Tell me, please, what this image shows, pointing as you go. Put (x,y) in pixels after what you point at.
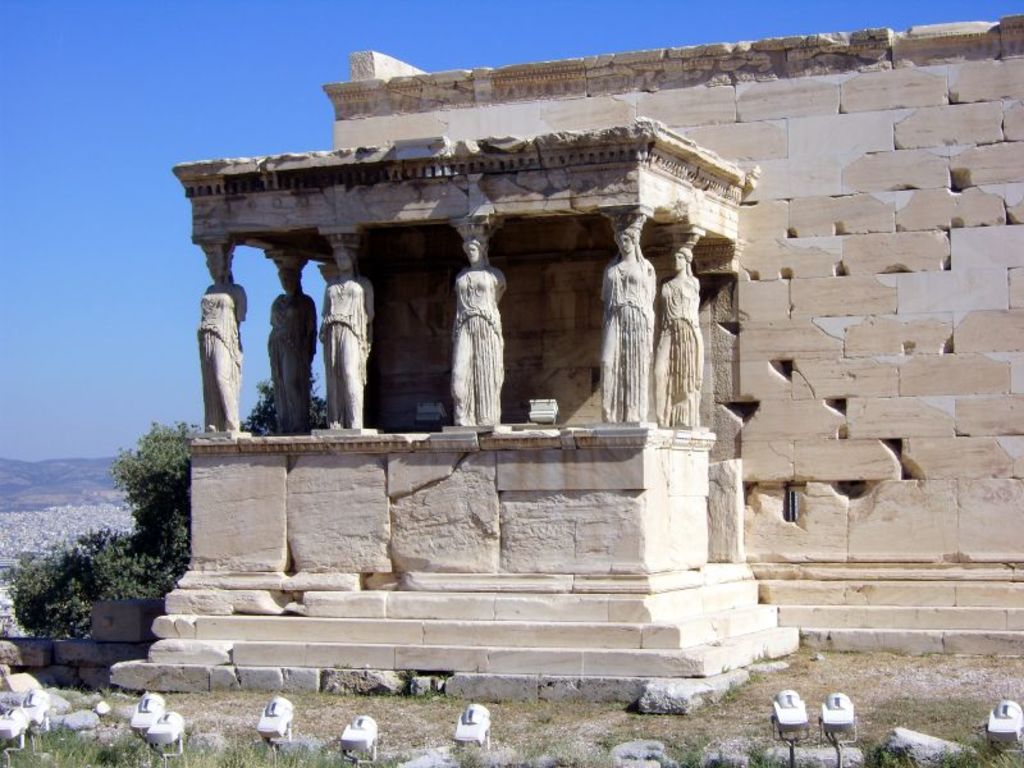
Bottom of the image (29,719) there is grass (311,735) and there are some lights (164,735). Top right side of the image (845,86) there is a building (535,127). Behind the building (354,360) there are some trees (152,441). Top left side of the image (170,223) there is sky (180,190).
